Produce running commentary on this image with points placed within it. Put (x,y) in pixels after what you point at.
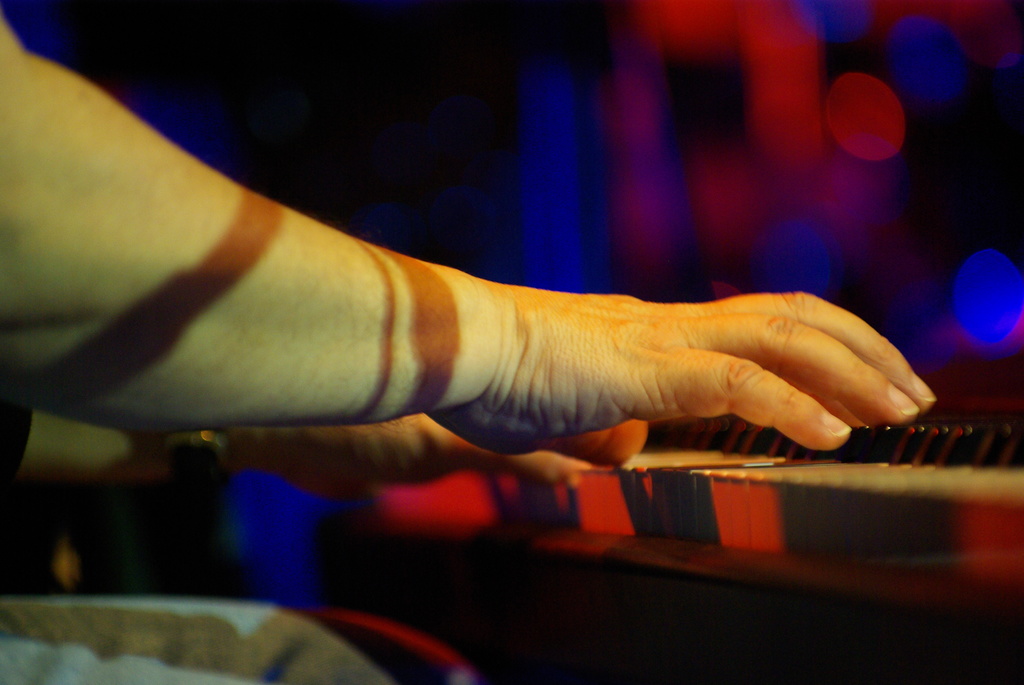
In this image we can see a person (482,358) playing the piano (698,529).
